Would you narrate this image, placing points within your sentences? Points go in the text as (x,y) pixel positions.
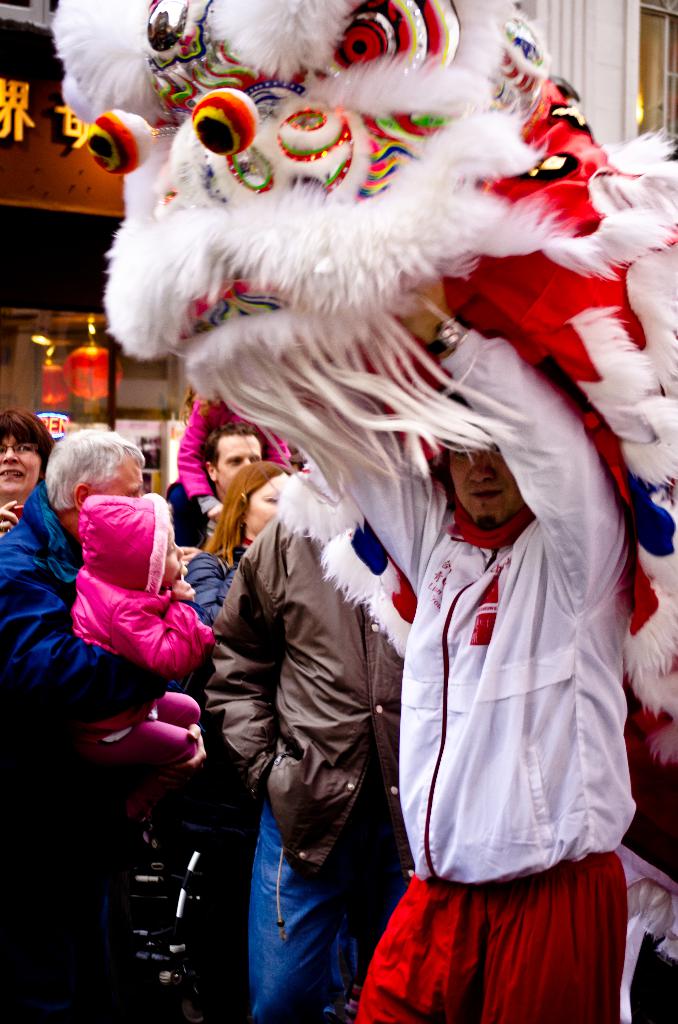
This is an outside view. On the right side (495,676) there is a man (542,713) wearing white color shirt (554,811), red color trouser (517,975) and holding a costume (395,174) in the hands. In the background (290,558) many people (164,599) are standing and also I can see a building (41,384).
